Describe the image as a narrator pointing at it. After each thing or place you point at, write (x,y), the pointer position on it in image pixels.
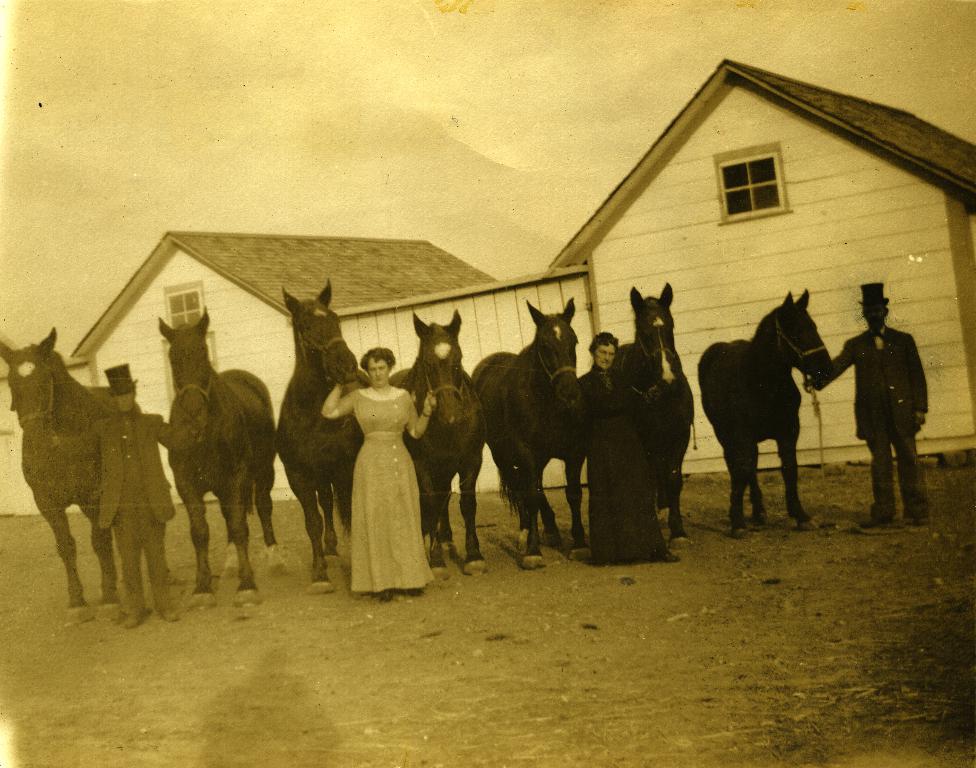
in this image there are 7 black horses (450,375). in front of them 4 people (369,441) are standing. the person (890,443) at the right corner (881,401) is wearing suit (872,376) and a hat (869,304). the person (604,343) left to him wearing a black dress (602,399). the person (386,537) left to him is wearing a long dress (371,466). the person (133,405) at the left corner (129,509) is wearing a suit (122,445) and a hat (119,386). behind them there are buildings (140,324).
